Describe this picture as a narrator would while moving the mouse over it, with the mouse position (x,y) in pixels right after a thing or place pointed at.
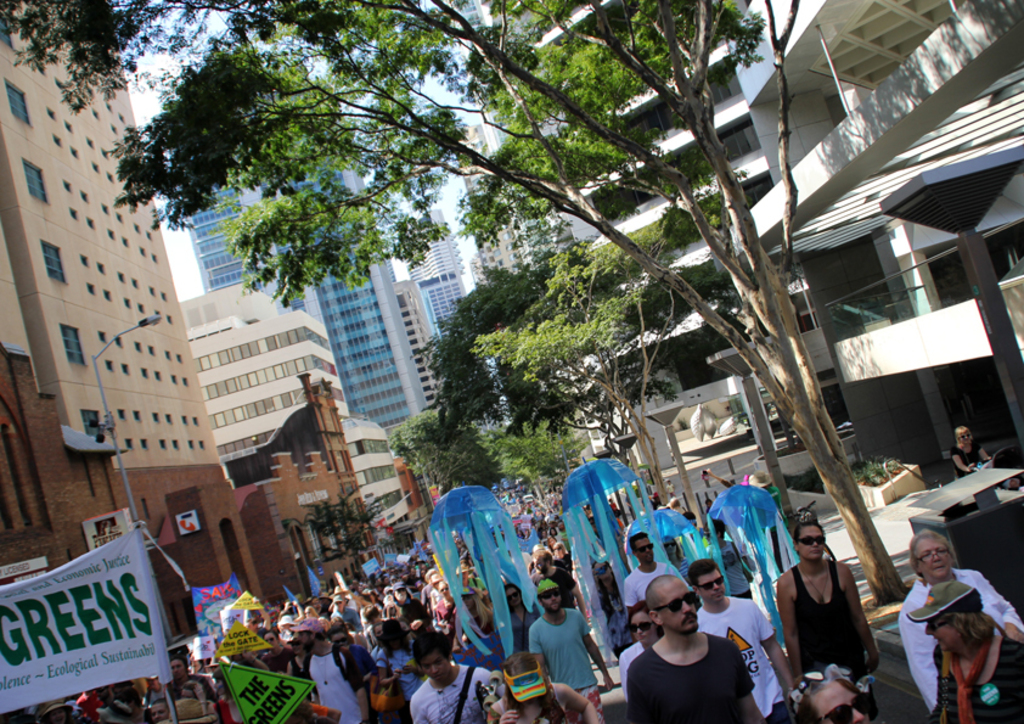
In front of the image there are people (284,723) holding the banners (77,565), placards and some other objects (590,486). In the background of the image (689,321) there are trees (436,141), buildings (369,302), light poles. At the top of the image (188,26) there is sky (216,26).
